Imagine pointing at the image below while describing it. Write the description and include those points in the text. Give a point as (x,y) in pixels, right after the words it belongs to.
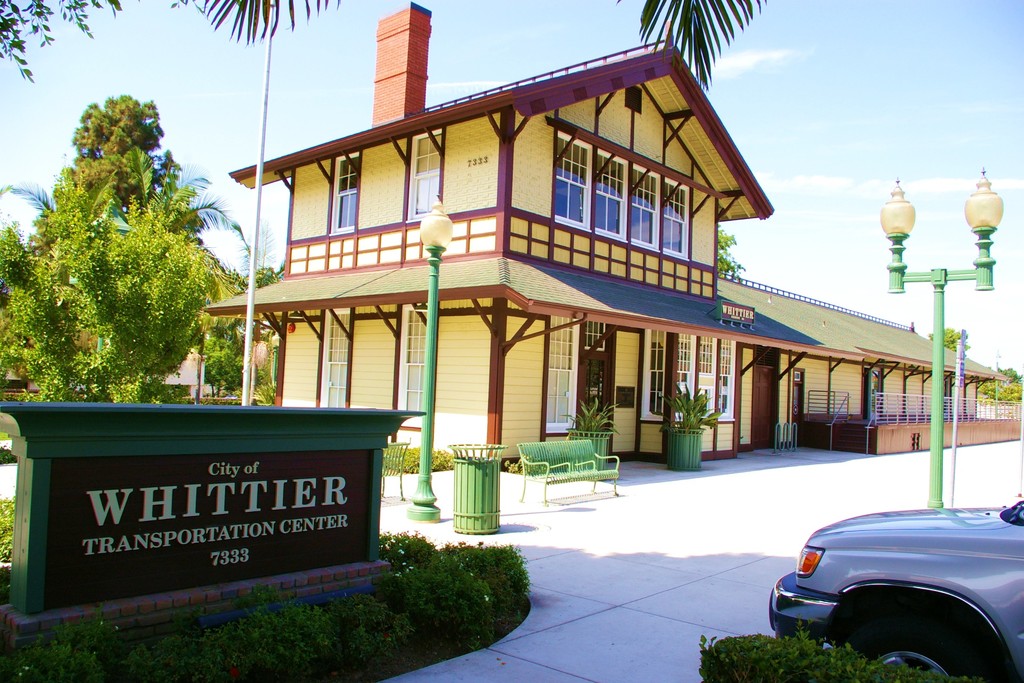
On the right side of the image (843,577) there is a car (816,555). There are plants (857,670), flower pots (685,443), light poles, trees (8,276), buildings (294,262), bench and a chair (396,473). There is a concrete structure (230,453) with some text (219,533) on it. There are stairs (856,441), railings (832,432). At the top of the image (890,144) there is sky (912,106).
